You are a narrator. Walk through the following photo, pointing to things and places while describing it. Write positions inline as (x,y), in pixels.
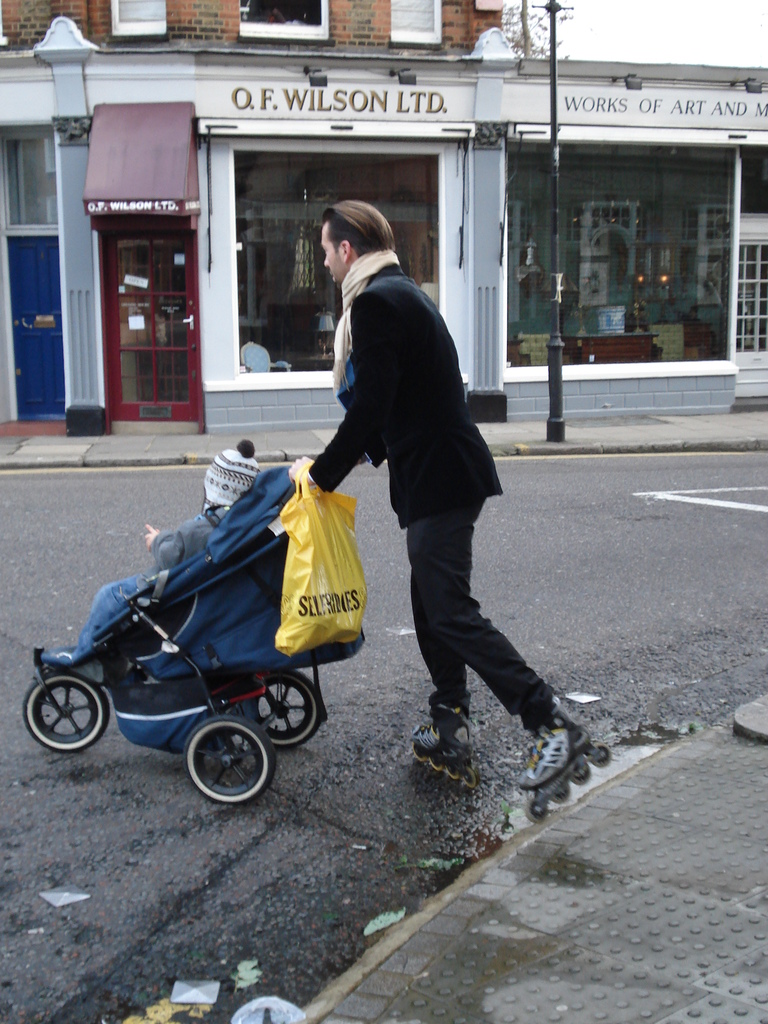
In this image, we can see a person (532,676) who is wearing skate shoes (532,808) and is pushing a baby carriage (305,713).
